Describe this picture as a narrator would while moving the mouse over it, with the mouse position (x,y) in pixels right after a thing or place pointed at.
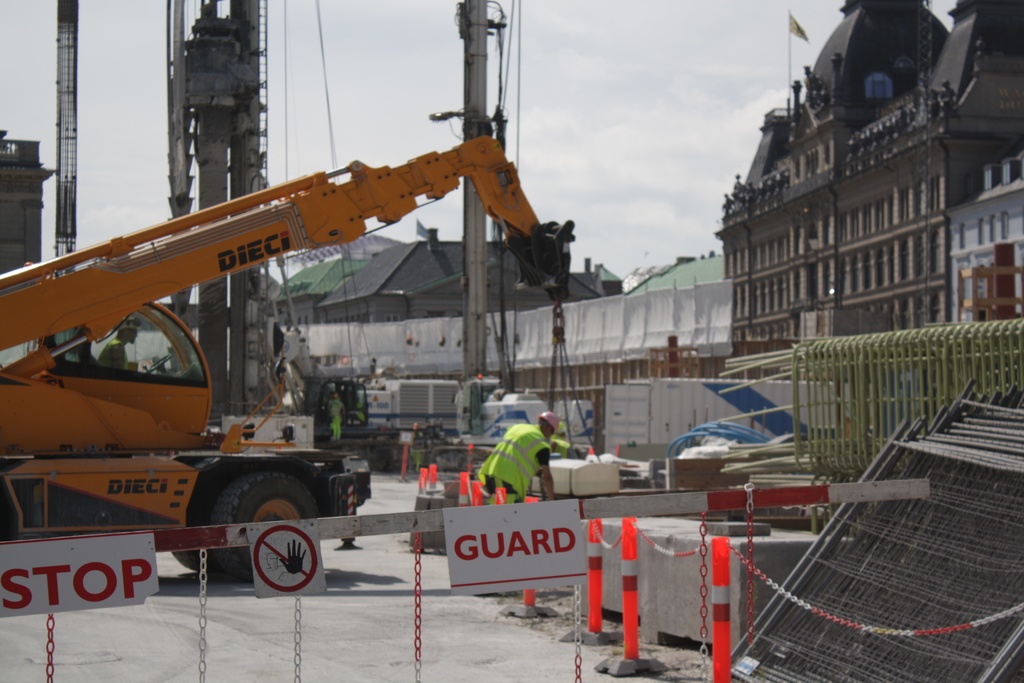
In the image there is a crane (70,444) on the left side (229,432) holding weights (602,480), in the front (278,544) there are caution boards (296,553) on a pole (918,486) with traffic cones (631,544) behind it, there is a person (525,455) standing in the middle (514,447), there are many metals (914,380) and construction items (706,383) on the right side (780,447) followed by buildings (847,235) in the background (494,299) and above its sky (424,63).
